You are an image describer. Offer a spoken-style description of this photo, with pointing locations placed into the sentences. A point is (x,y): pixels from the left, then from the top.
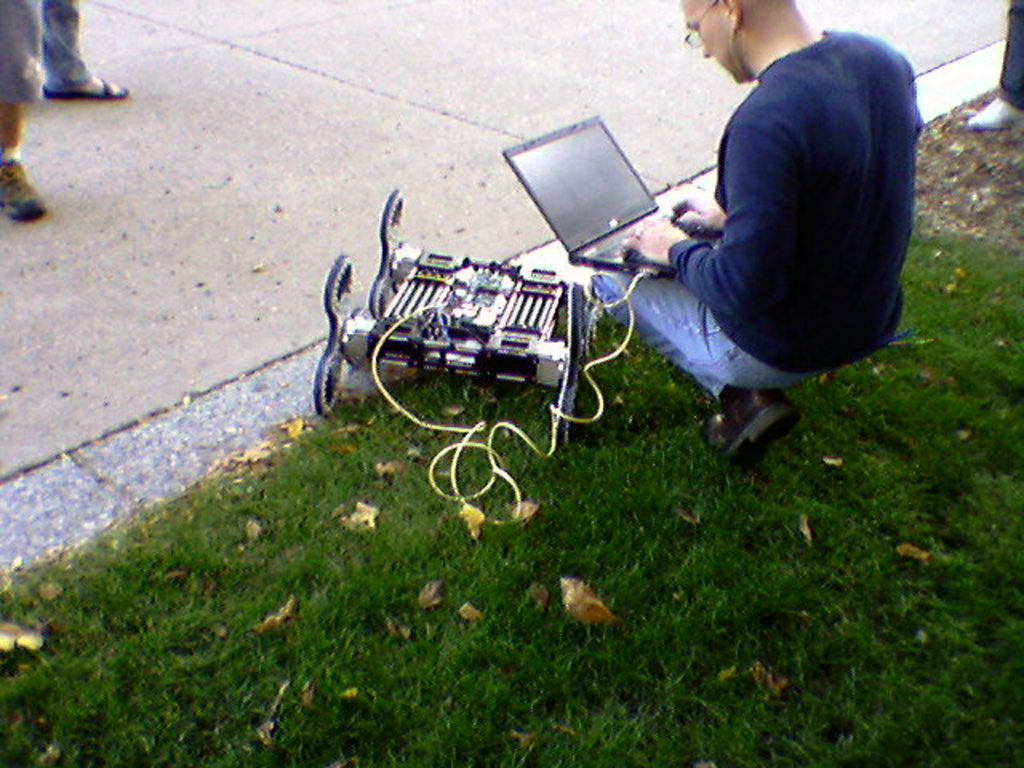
This image in the center (680,334) there is one person (768,199) who is sitting on his knees (646,316) and he is holding a laptop (609,193) and typing something. Beside him there is one machine (520,318) and wire (630,324), at the bottom (179,529) there is a walkway (188,225) and grass (401,549) and in the background (19,97) there are some people (37,71).
